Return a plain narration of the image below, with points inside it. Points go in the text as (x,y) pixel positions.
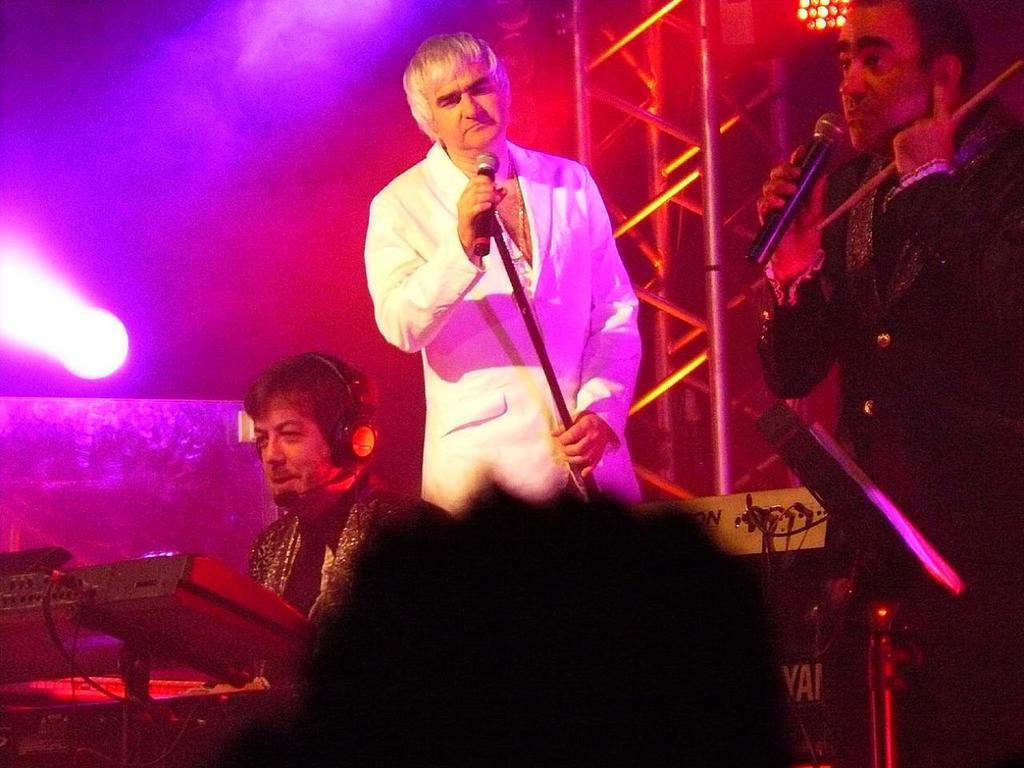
In the middle (587,308) a man (600,302) is standing and singing. He wore a white color coat (582,349), in the right side (855,11) there is a man (958,332) wore black color coat (989,358), in the left side (4,284) there is a light (16,295).
